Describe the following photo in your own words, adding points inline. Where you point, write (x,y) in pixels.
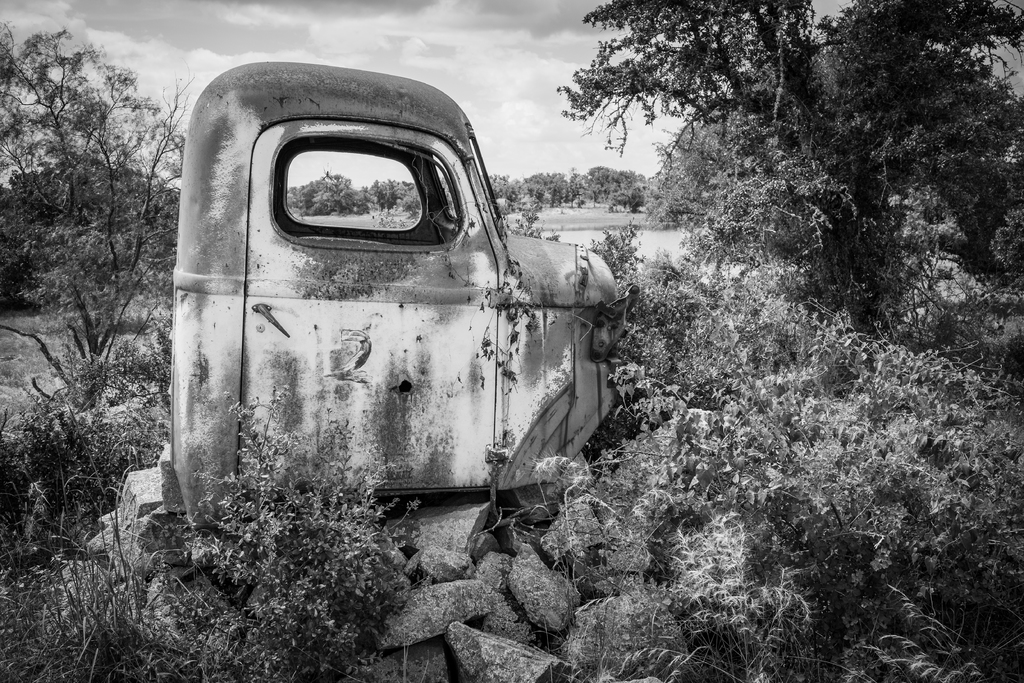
It is the black and white image in which we can see that there is a front part (309,309) of the truck (445,377). There are trees (805,137) on either side of it. At the bottom (407,660) there are stones (479,605).
